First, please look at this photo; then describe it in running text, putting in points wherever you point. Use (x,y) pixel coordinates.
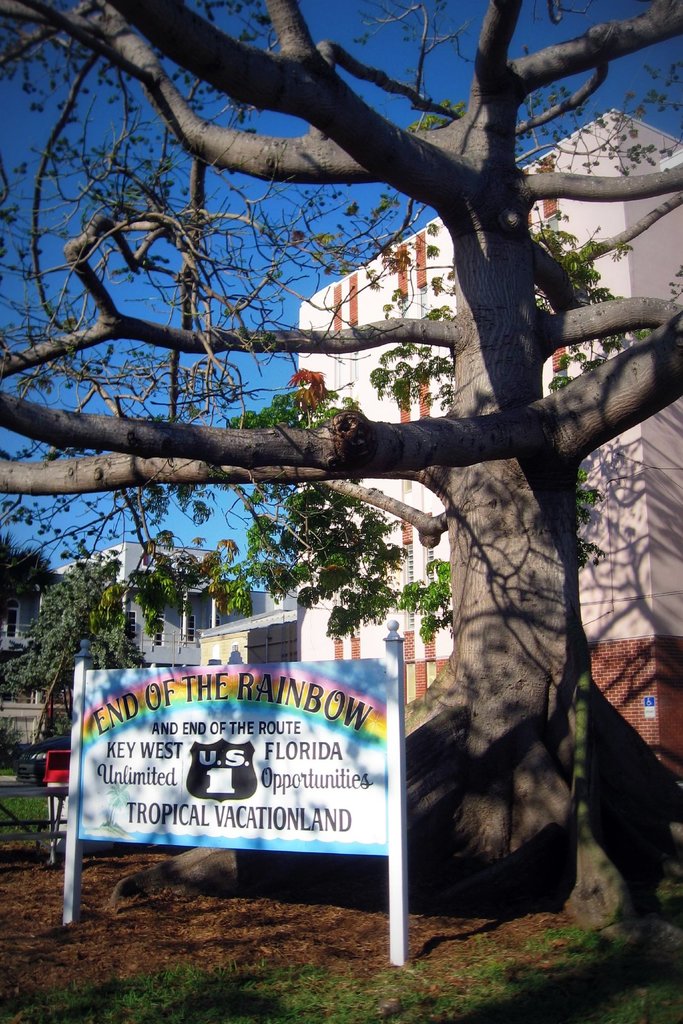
In the center of the image (257,676) there is a board (157,754) with some text (254,719) on it. There is a tree (527,378). In the background of the image (308,643) there is a building (372,655). There are houses (125,573). At the bottom of the image (218,985) there is grass (187,969).
